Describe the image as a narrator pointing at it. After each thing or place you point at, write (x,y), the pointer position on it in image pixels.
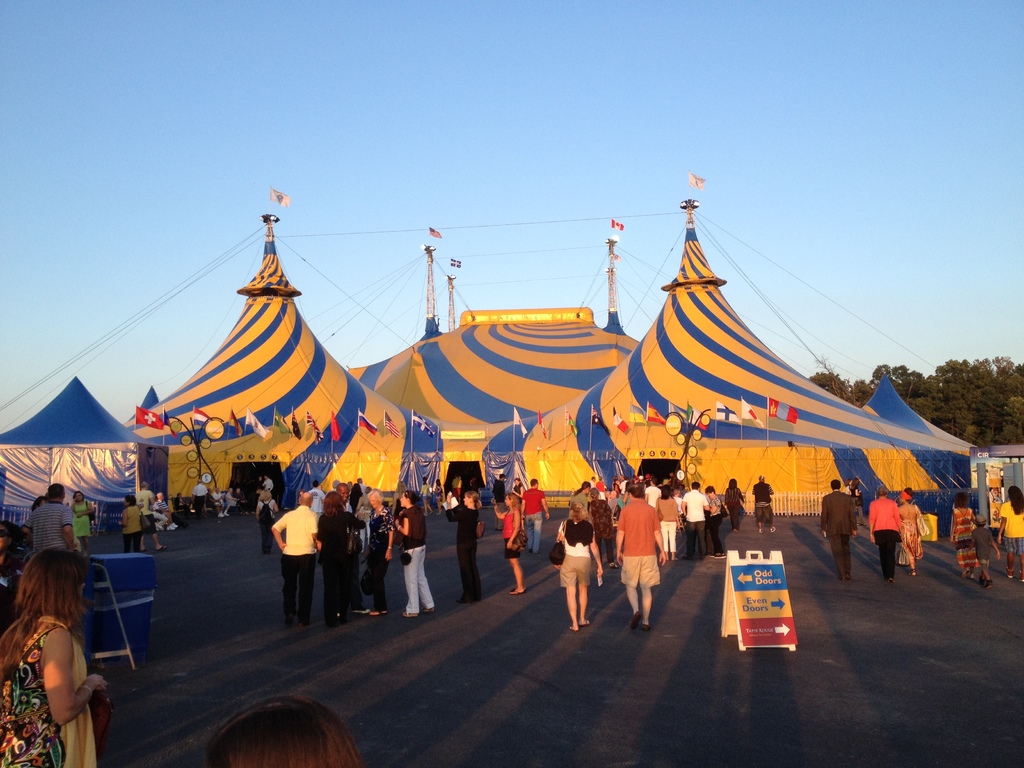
In this picture we can see a group of people (842,511) where some are standing and some are walking, board (781,627), flags (151,414), tents (609,447), trees (967,403) and some objects (95,608) and in the background (727,82) we can see the sky (644,82).
